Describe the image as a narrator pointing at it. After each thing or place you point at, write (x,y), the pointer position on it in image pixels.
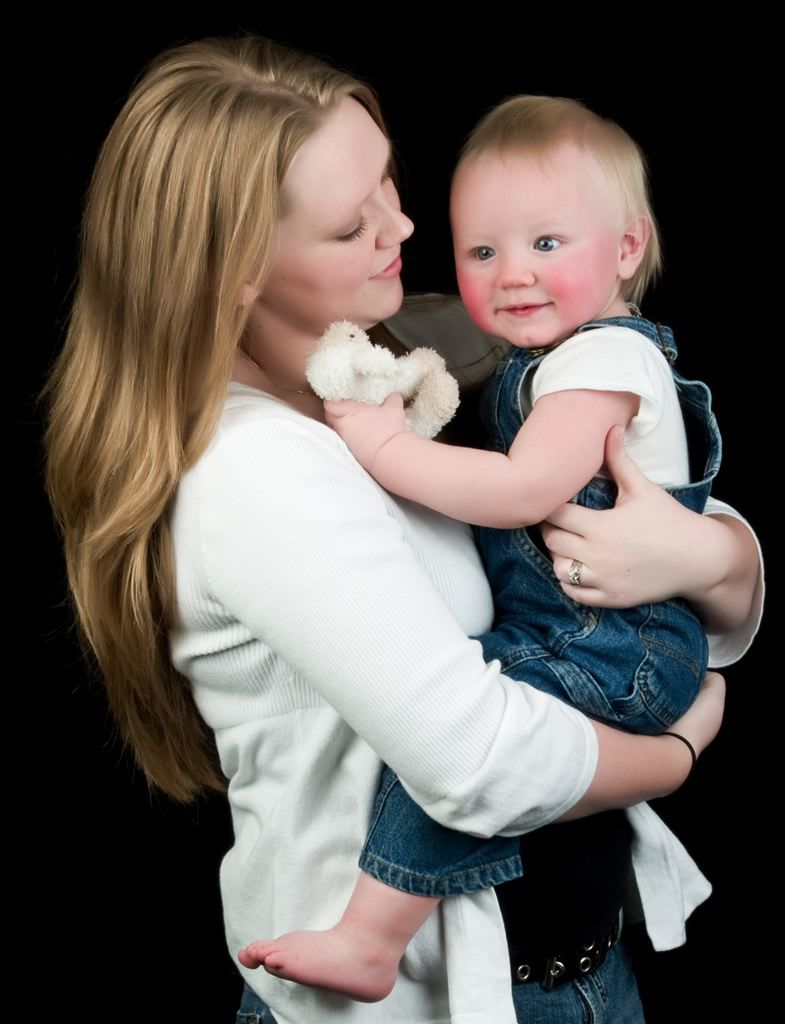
In this image there are two person's (400,499), a person (482,622) is truncated towards the bottom of the image (484,1007), a person (359,973) is holding an object (418,412), the background of the image (682,59) is dark.
